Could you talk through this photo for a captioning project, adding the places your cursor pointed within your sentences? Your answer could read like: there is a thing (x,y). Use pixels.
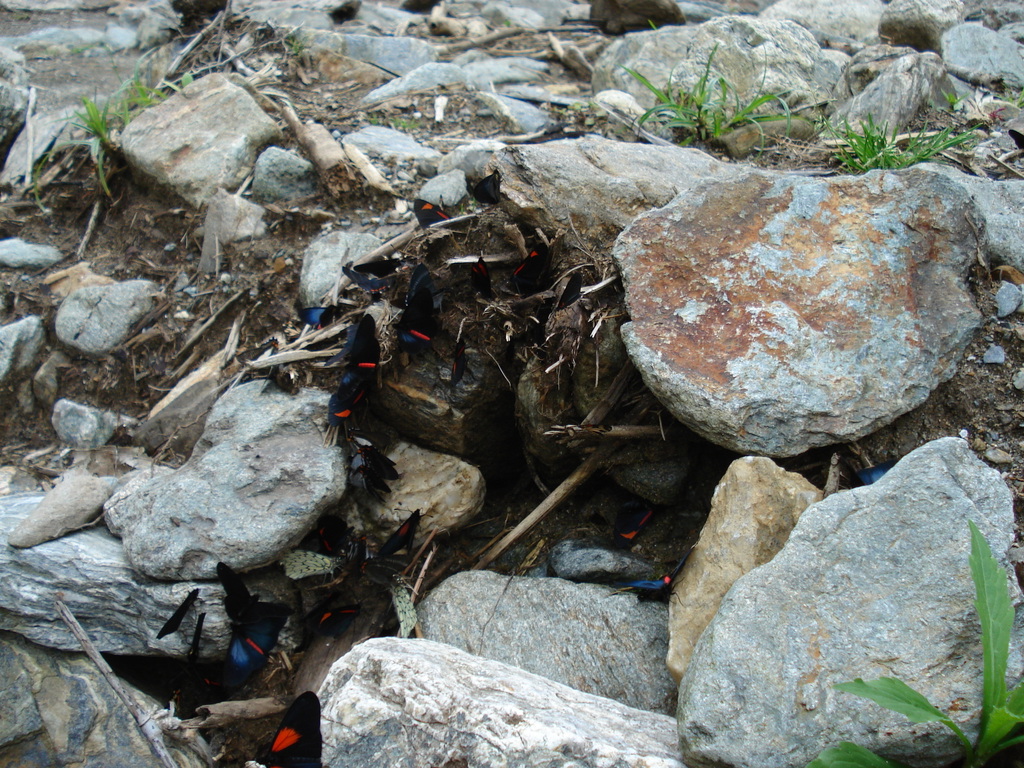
In this image I can see many stones (264,475) and few plants (865,152) on the ground (339,190). In the middle of the image (372,352) there are few butterflies (362,376).
